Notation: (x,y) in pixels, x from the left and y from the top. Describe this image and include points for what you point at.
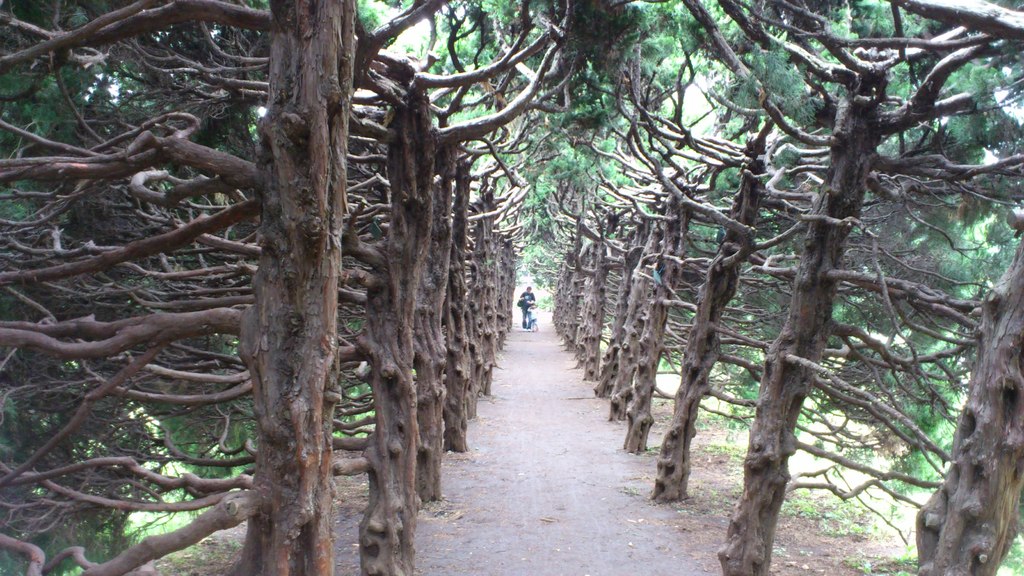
In this image we can see trees (736,235) and branches (676,298). In the background (533,329) we can see two people (528,299).
